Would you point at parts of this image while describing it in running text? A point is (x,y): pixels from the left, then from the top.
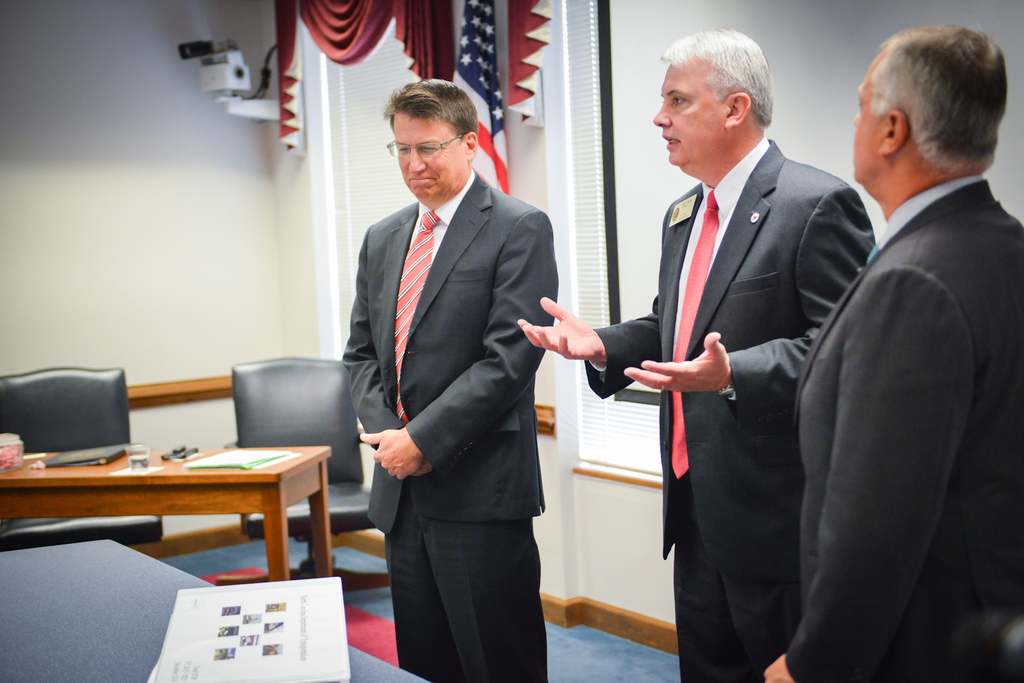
In this picture we have three people (926,203) who are wearing black suit (367,266) and tie (418,249) and one has a badge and in front of them there is a table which there is a paper (265,593) and beside them there is a table (249,448) on which we have a glass (130,456), file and some papers (265,451) behind them there is a white wall (628,125) and a red color on the window (342,91) and a flag (456,67).
